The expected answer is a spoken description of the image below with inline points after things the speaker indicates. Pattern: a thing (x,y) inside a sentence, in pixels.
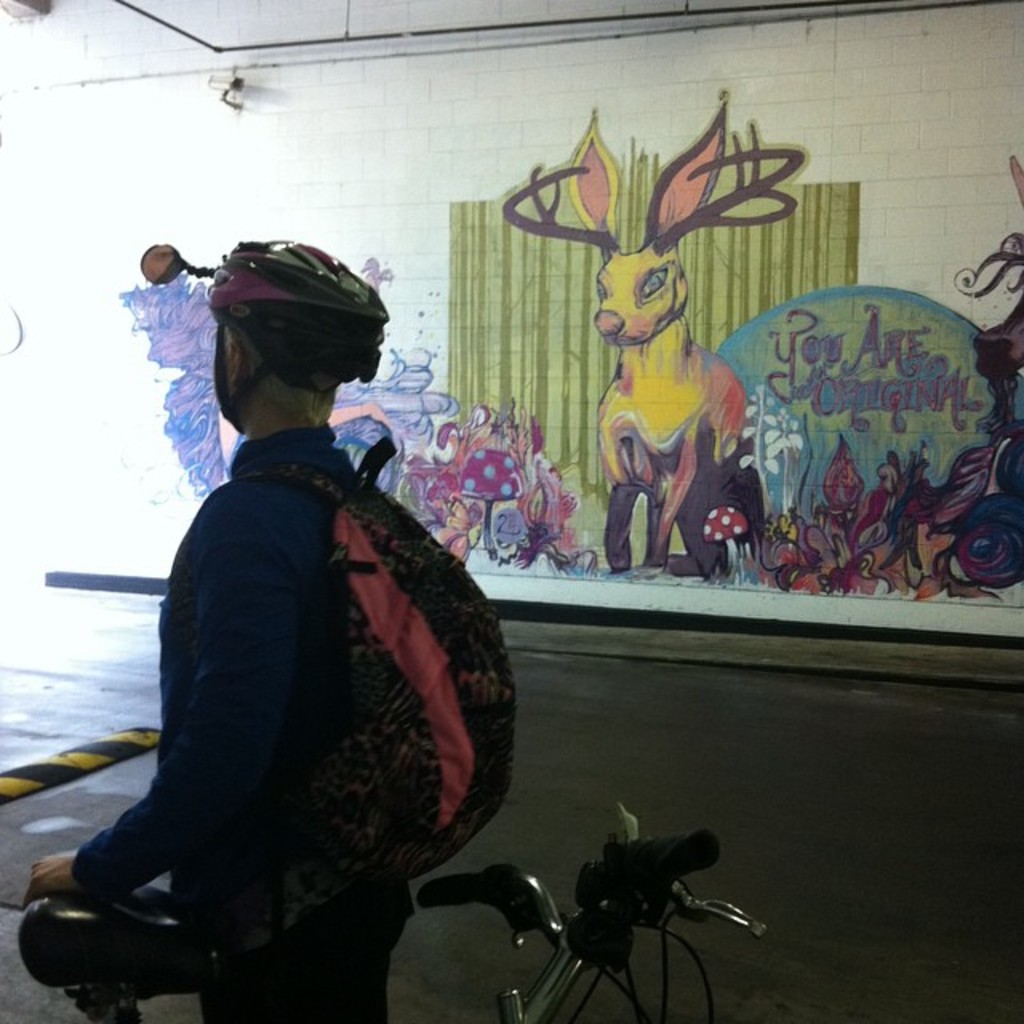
In this images on the left side (322,913) we can see a person (277,995) is carrying a bag (373,656) on the shoulders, helmet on the head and holding the bicycle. In the background (127,683) there is a road (513,853), paintings (350,419) and security camera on the wall (261,110).
